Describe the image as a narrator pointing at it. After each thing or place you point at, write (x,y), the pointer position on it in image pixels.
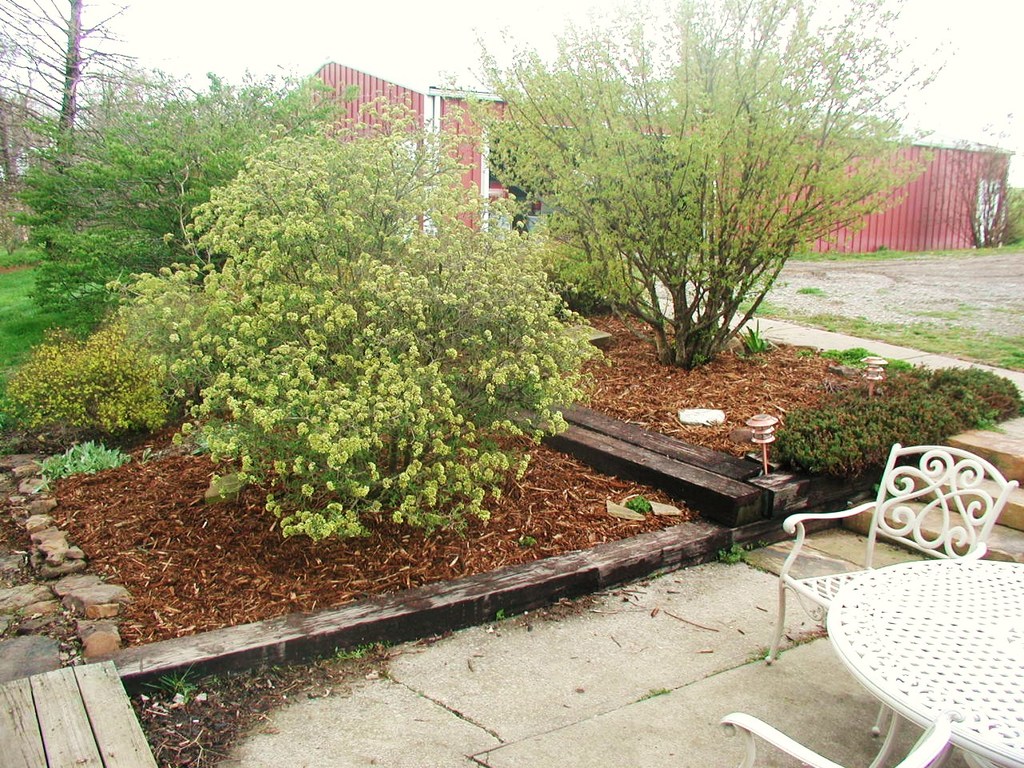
In the foreground of the picture (891,670), there is a table (854,665) and two chairs (824,767) on the right side (958,632). We can also see trees (678,260) and plants (851,428) in the middle (485,377). In the background (451,86), there is a shed (391,88) and at the top (264,27), there is the sky (248,25).
